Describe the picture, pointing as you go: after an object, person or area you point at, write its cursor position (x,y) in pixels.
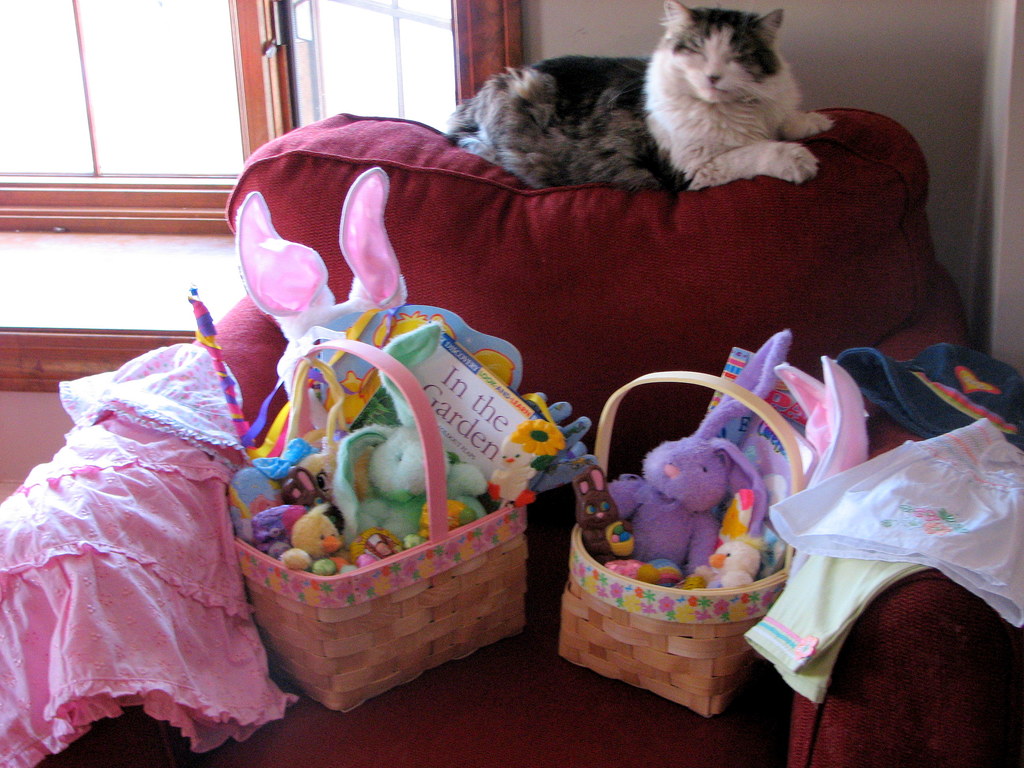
In this picture we can see a chair (948,743) and on the chair (1016,727) there are basket (507,531) and clothes (988,528) and in the baskets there are some toys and a cat (620,137) is laying on the chair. Behind the cat (606,110) there is a wall (565,46) with a window (243,57).
